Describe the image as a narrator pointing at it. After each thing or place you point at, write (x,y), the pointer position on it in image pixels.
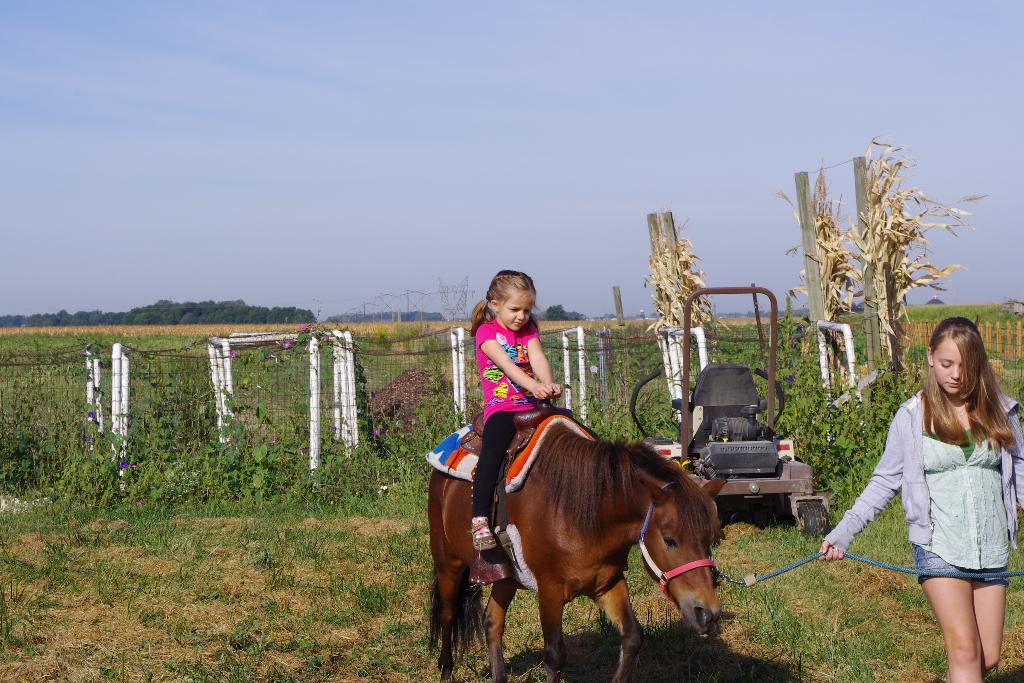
In this image I can see the person (543,369) is sitting on the animal (662,530) and another person (964,580) is holding the rope (775,568). I can see few trees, grass (240,551), vehicle (790,462), sky (306,269) and the fencing (131,347).
